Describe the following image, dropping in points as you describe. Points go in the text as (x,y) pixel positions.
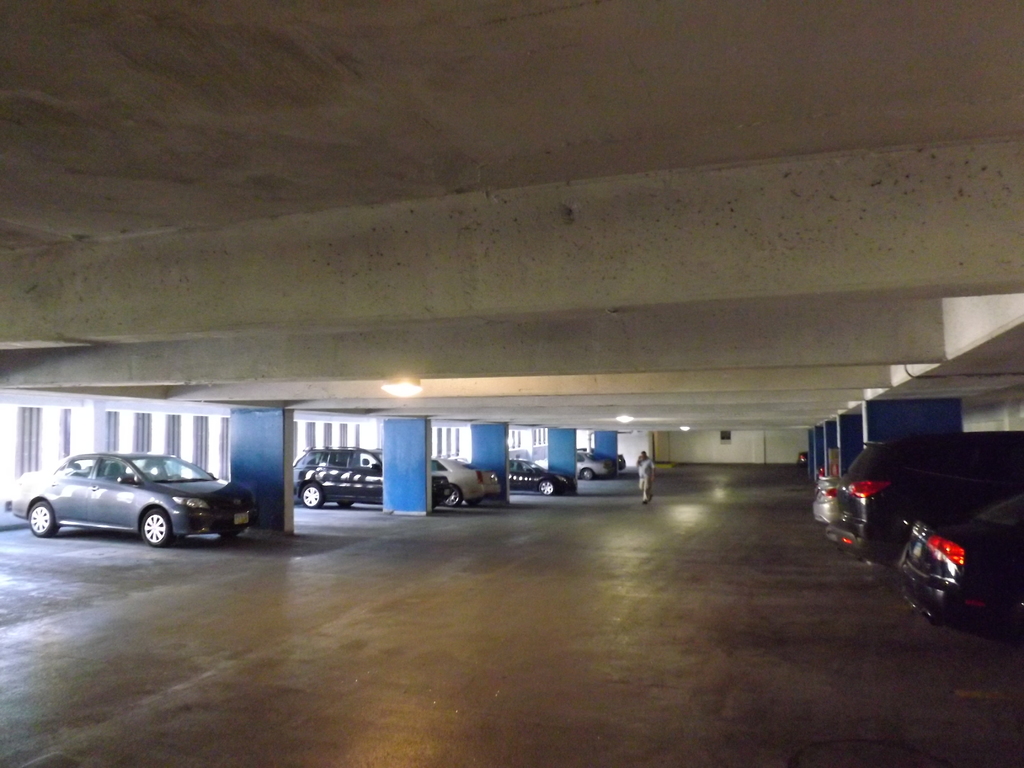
In this image I can see few cars (345,498) at left (332,498) and right. I can also see a person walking and at the background (658,432) the wall (658,432) is in white color.
